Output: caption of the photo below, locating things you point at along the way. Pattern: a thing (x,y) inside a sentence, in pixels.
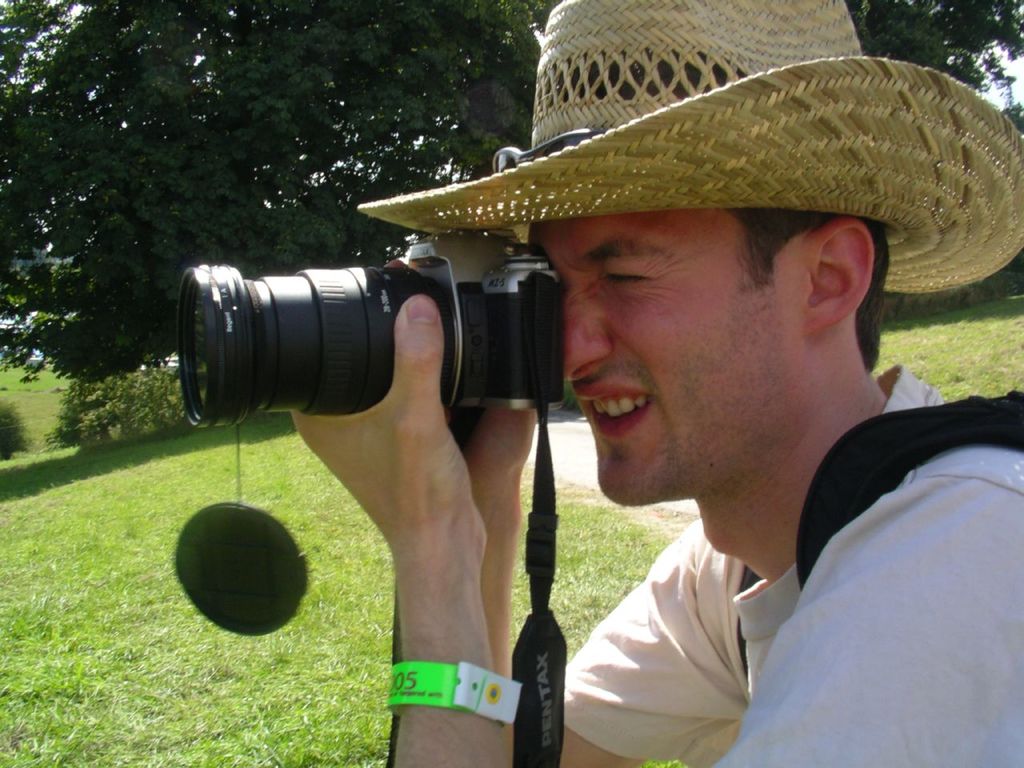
In this picture there is man (674,304) wearing a hat (641,115), clicking a picture with his camera (350,367). There is a grass (97,630) on the land (108,517) and some trees (129,203) in the background (230,98).
